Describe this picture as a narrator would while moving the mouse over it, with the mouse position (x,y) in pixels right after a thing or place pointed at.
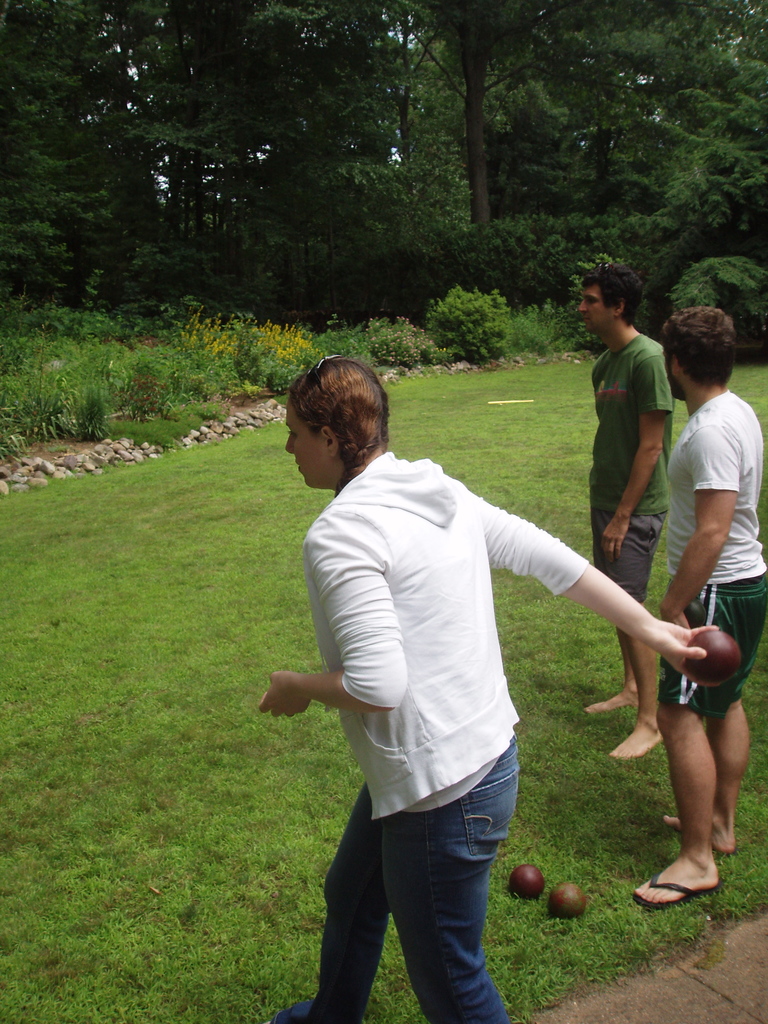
In this image there are three persons (698,539) visible on the ground (763,680), a woman (692,651) may be holding a ball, on the ground (554,859) there may be two balls (565,914) visible, at the top (372,100) there are some trees (372,100), in the middle (289,361) there are some bushes (355,351) and plants (504,309) visible.
